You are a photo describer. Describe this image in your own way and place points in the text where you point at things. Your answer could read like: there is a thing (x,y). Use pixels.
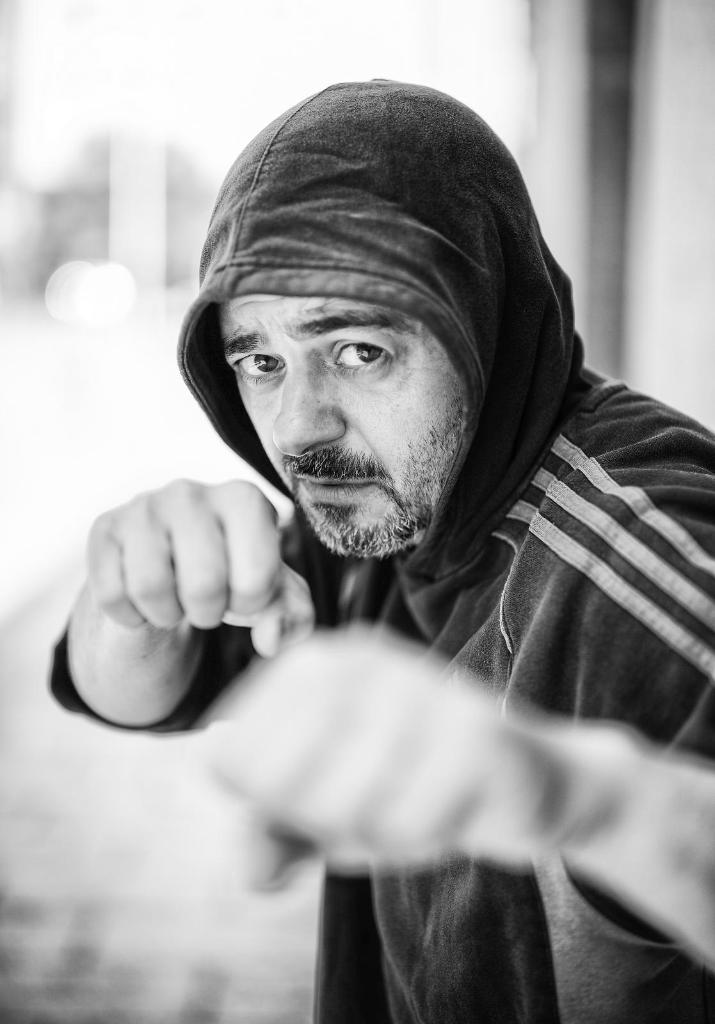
It is a black and white image. I can see a person (402,726) standing. The background (123,957) looks blurry.
